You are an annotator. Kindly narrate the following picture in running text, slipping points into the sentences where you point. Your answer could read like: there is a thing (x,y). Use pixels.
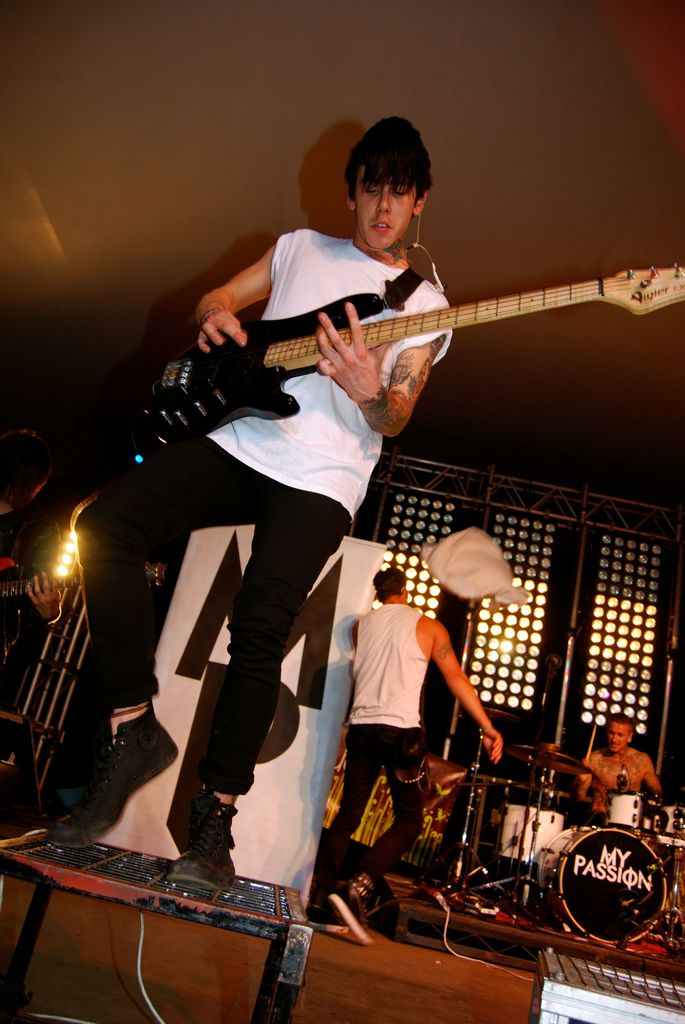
In this picture we can see a man (221,842) standing on a stool (74,852) and playing guitar (178,430). On the background (588,792) we can see a platform (491,923) and on the platform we can see a man (620,763) playing drums (610,809). This man (344,818) is walking. This is a light (61,569).
